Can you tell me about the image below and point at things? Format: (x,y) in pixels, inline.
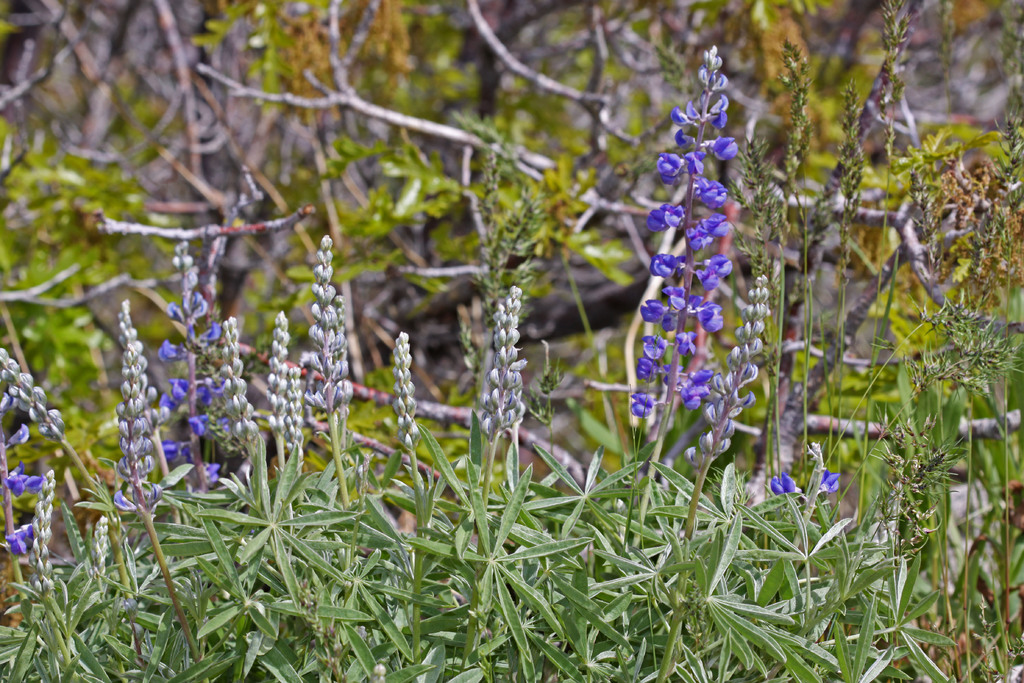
Here we can see plants (278,416) with violet color flowers (700,168) and in the background (20,336) there are trees (504,188).
